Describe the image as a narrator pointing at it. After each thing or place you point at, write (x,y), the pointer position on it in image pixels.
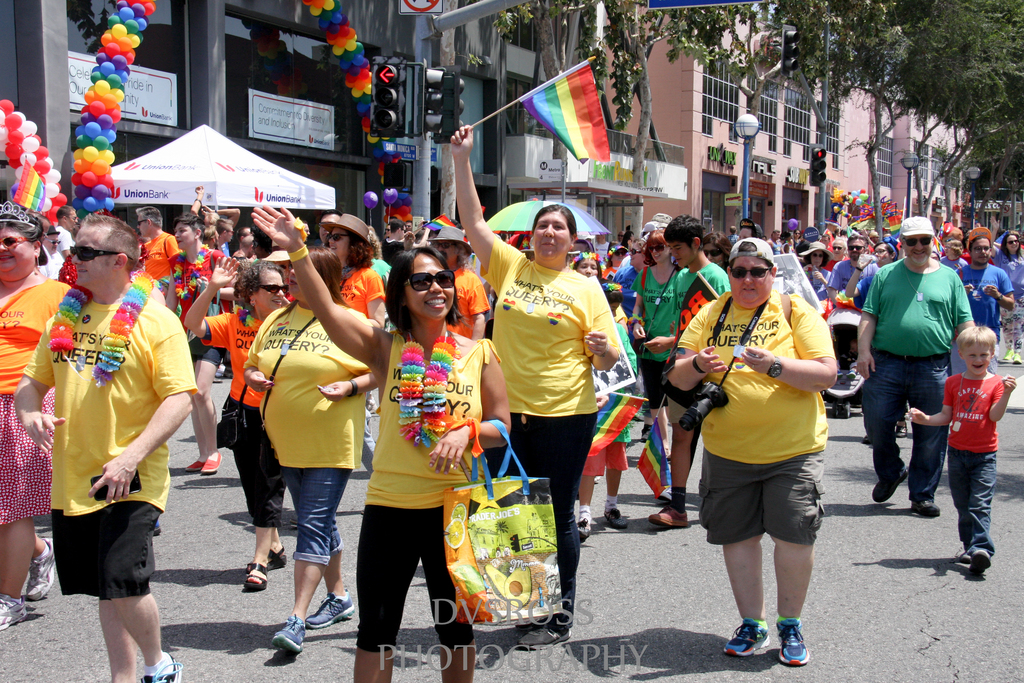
The picture is clicked outside. In the center (500,450) we can see the group of persons (591,421) wearing t-shirts (916,280) and walking on the ground (881,628) and we can see the bags (543,512), cameras (691,407) and flags (573,142) and some other objects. In the background (821,139) we can see the buildings (729,93), lights (751,127), poles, traffic light (822,171), trees (986,116), balloons (116,46) and a tent (228,169) and umbrella (528,211) and we can see some other objects (429,6). At the bottom (516,622) we can see the text (538,656) on the image and we can see the garlands (114,326).
